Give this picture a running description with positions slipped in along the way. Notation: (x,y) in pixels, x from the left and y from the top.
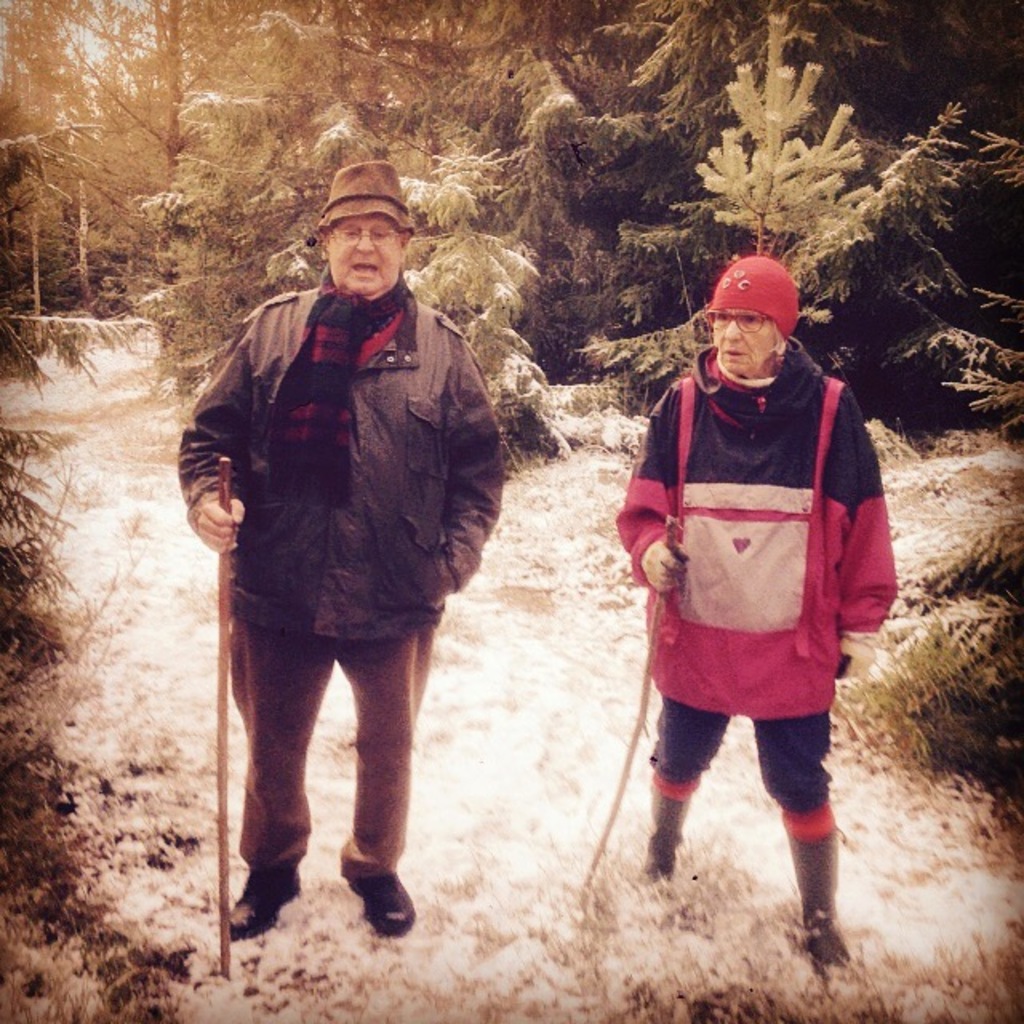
In this picture there are two persons (475,475) standing and holding a stick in their hands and there are few trees (503,68) covered with snow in the background (497,112).
